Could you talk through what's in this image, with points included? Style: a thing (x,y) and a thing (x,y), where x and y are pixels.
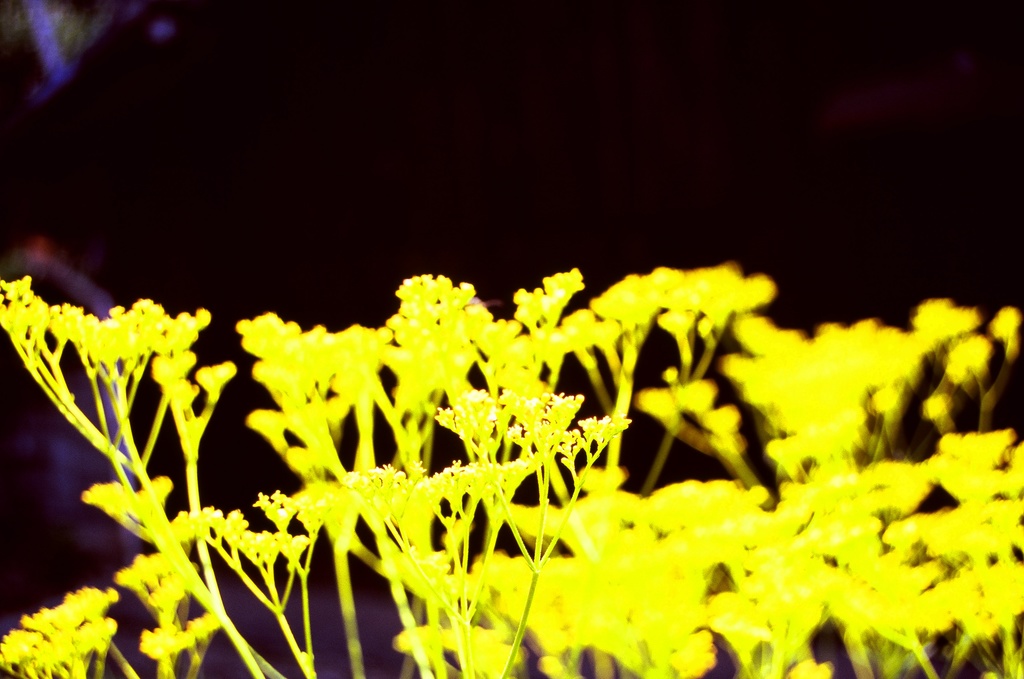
In this image we can see plants (378,536) with flowers (707,519).
